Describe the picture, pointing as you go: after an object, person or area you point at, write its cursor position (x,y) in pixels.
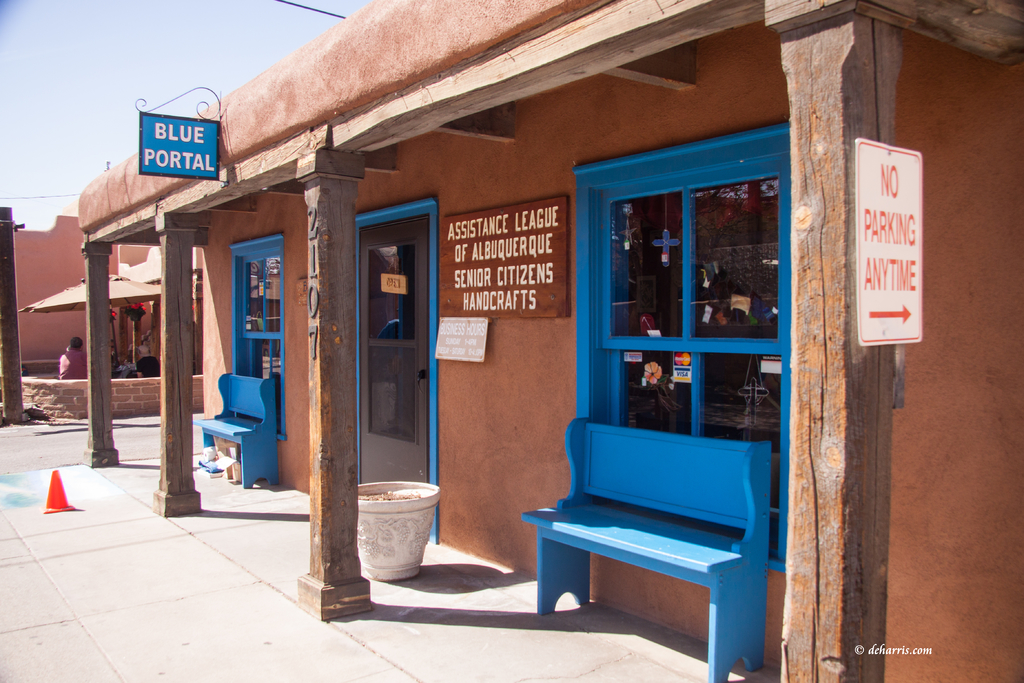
It is a store (444,111) with a name (171,133) blue portal. The store (183,156) sells handicrafts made by senior citizens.
